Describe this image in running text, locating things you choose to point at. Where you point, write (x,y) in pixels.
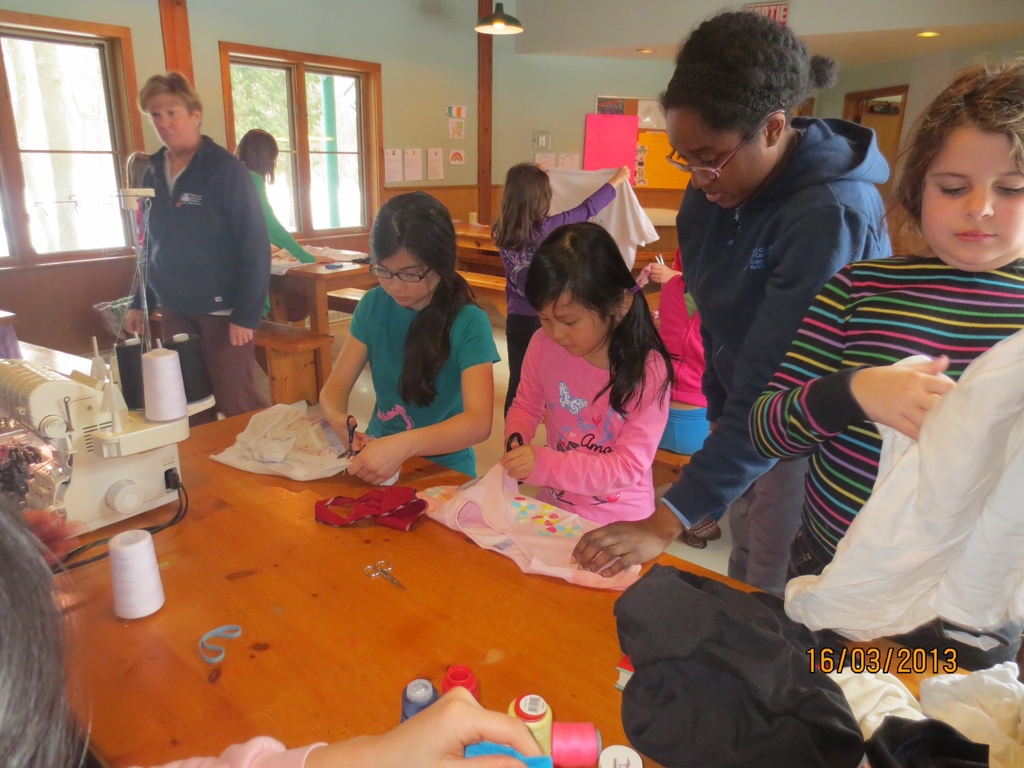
In this image I can see the group of people (429,285) with different color dresses (566,370). I can see these people (612,297) are standing in-front of the table (271,573). On the table (304,576) there are some thread rolls (519,704), many clothes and the machine (110,495). I can see two people (551,255) are holding the scissors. In the background (48,103) I can see many papers (556,157) and windows (240,128) to the wall (525,123). I can see the trees (282,108) through the window (279,108).
